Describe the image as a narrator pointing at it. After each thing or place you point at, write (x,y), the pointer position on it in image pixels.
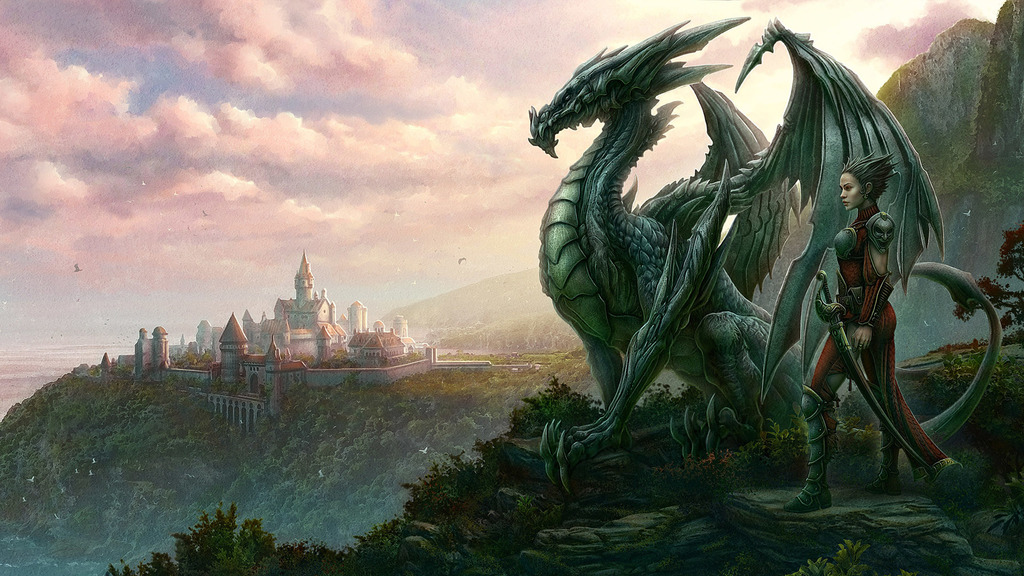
In this image on the right (884,276) there is a woman (891,313), she is holding a sword (876,416). In the middle (595,220) there is a dragon (645,221). On the left (326,374) there are buildings (261,392), trees (352,442), plants (568,405), hills (457,412), birds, sky (233,226) and clouds (194,139).
